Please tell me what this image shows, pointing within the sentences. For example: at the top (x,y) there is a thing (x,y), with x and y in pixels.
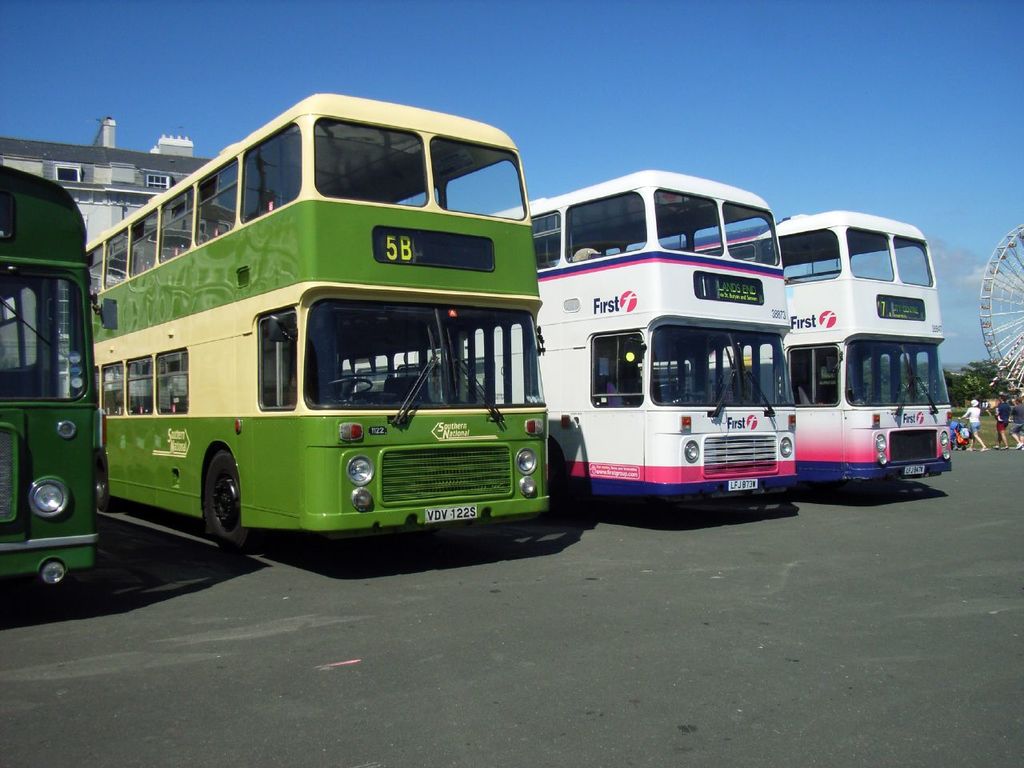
Here we can see buses (56,415) on the road (534,531). Background (998,236) we can see people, trees (981,384), giant wheel (1009,384), building (129,175) and sky (1010,217).
